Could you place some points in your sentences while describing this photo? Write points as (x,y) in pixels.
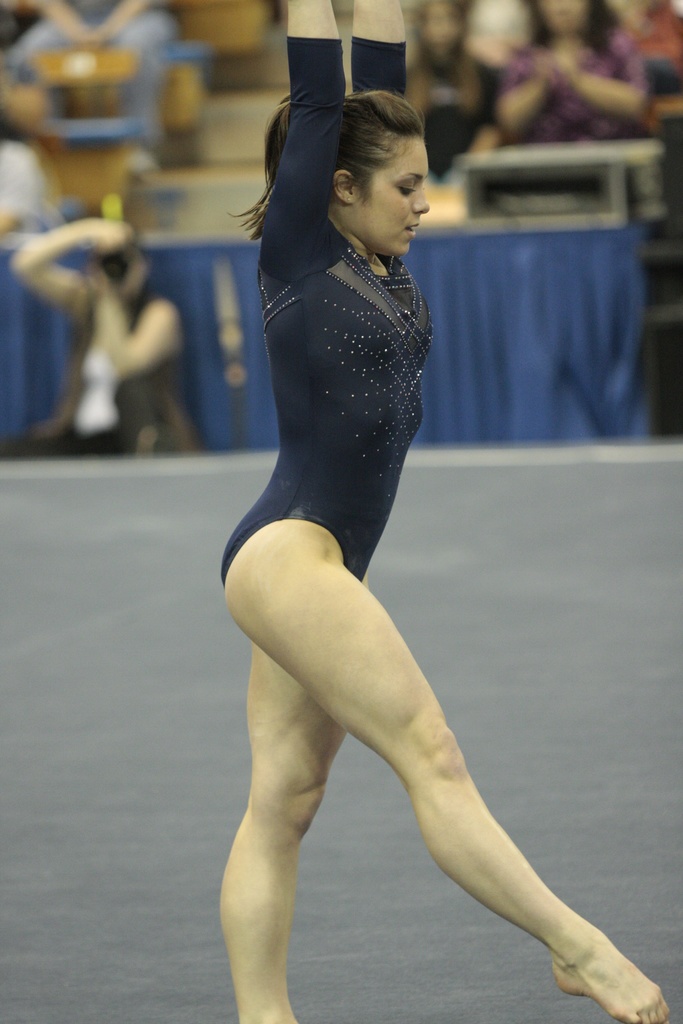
In this image I can see a woman (367,202) wearing black color dress (364,412) is standing on the ground (540,760). In the background (547,416) I can see a blue colored cloth (552,323), a person (101,396) sitting and holding a camera (118,271), few other persons (131,110) sitting on chairs (110,119) and few stairs (197,218).
